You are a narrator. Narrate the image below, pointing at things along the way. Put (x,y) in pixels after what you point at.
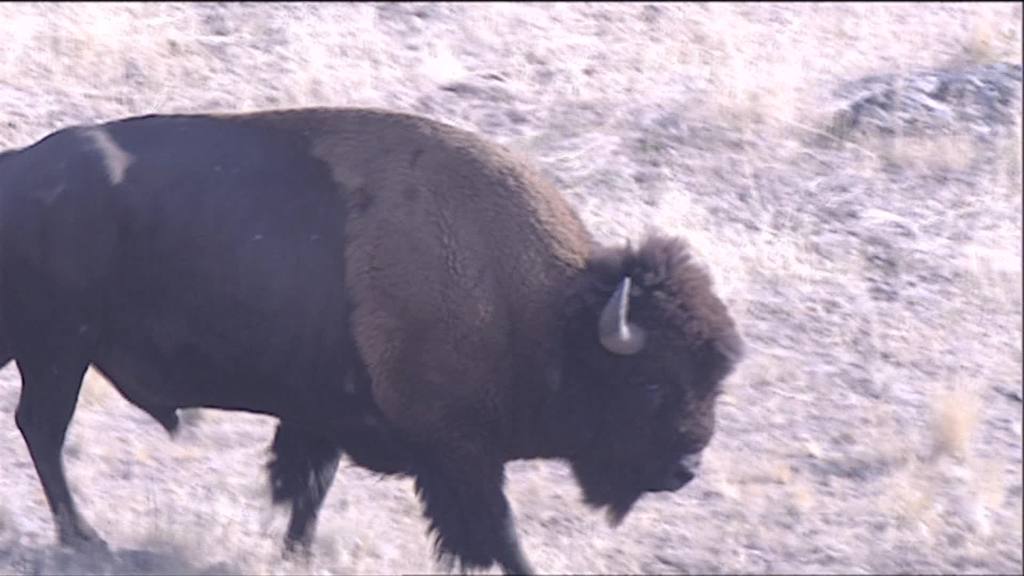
In this image I can see an animal (348,298) which is in black and brown color. To the side of an animal (505,194) I can see the dried grass (572,73).
